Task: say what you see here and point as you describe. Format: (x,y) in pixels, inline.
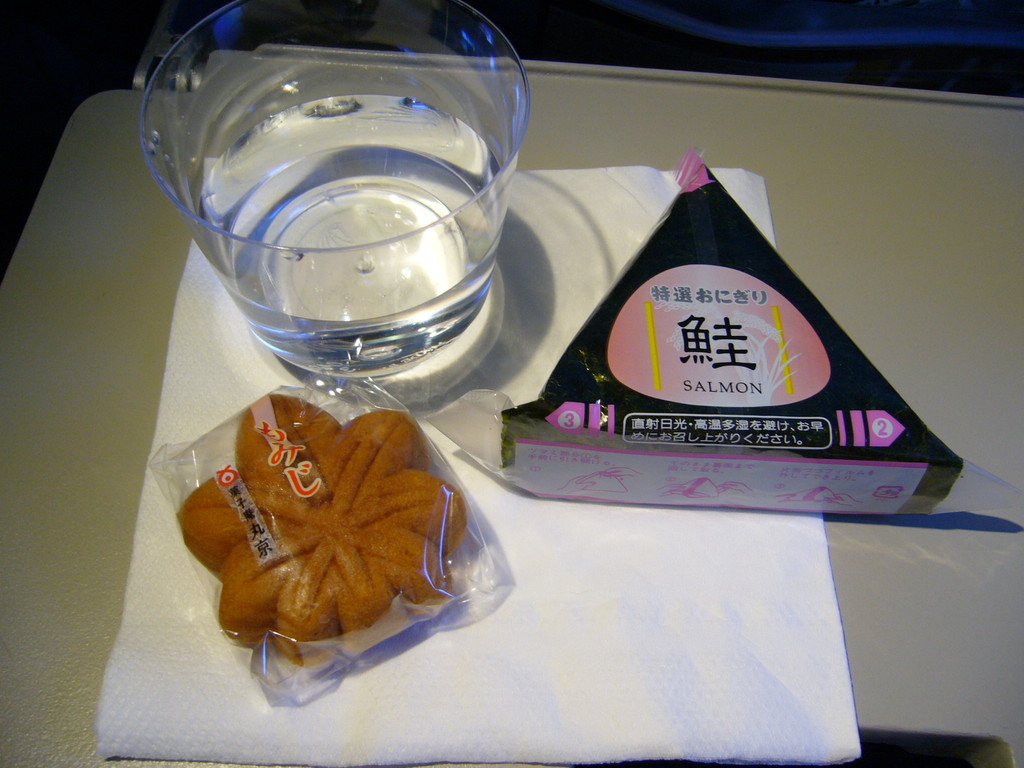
In this image we can see a few objects (405,355) on a tissue paper (556,532). The tissue paper (591,648) is placed on a white surface (134,401).
